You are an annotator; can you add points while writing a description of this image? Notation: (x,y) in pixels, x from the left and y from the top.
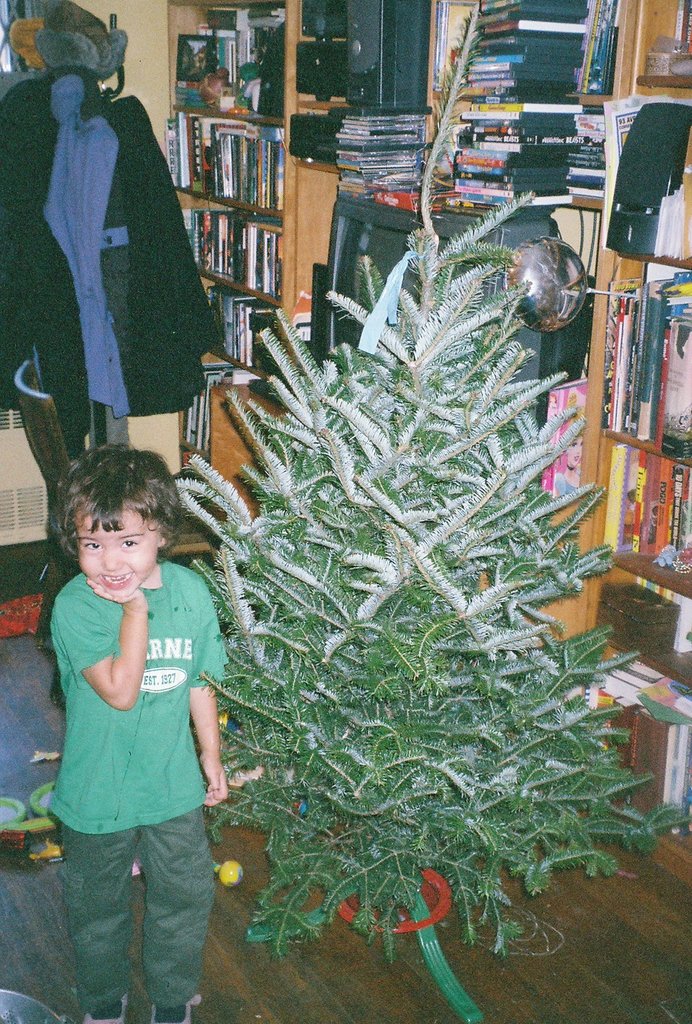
In this image we can see a child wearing a green T-shirt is smiling and standing on the wooden floor (450,928). Here we can see the Christmas tree (368,261), books (273,265), television (525,215) and speakers (308,66) are kept on the shelf (169,34). In the background (86,208), we can see sweaters (118,306) hanged on the wall (155,35).
